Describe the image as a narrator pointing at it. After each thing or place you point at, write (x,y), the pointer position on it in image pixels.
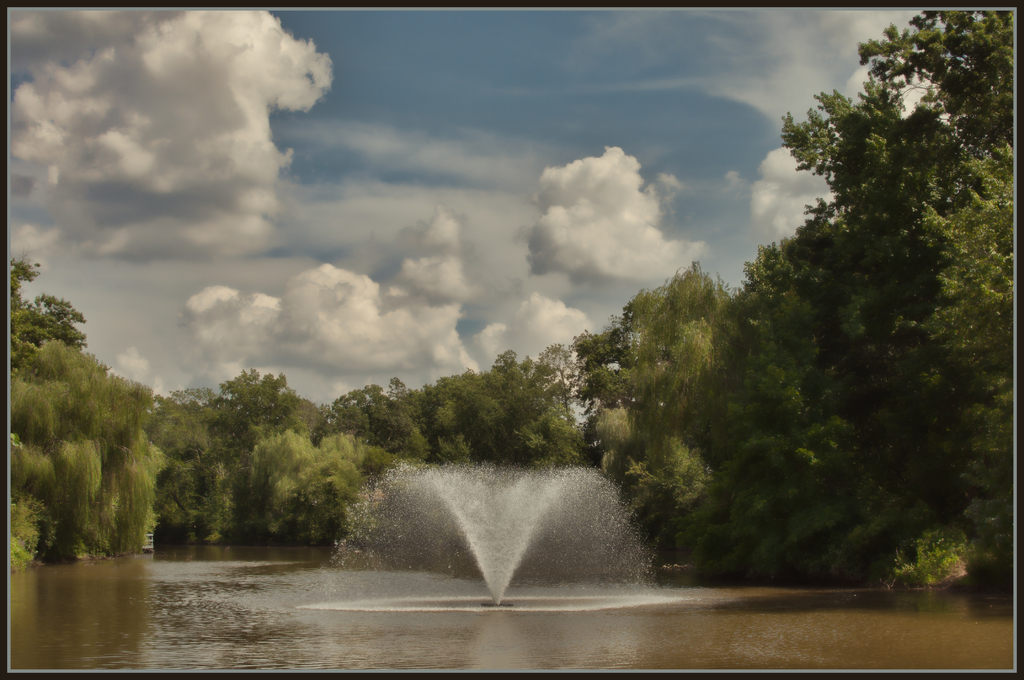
In this picture there is water (549,618) and there is a fountain (506,559) in between it and there are trees (475,445) in the background (293,510) and the sky (309,274) is a bit cloudy.
